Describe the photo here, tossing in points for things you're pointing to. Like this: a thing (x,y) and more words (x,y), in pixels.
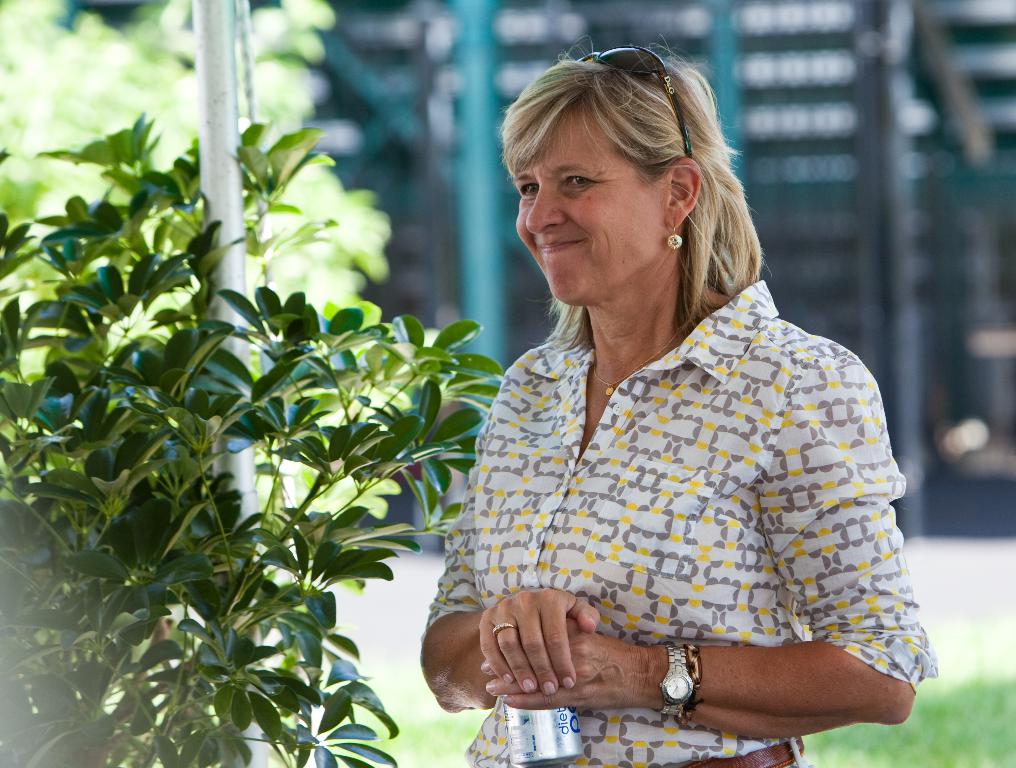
In this image in front (493,642) there is a person (550,532) standing by holding the coke tin (515,730). Beside her there is a tree (193,355). At the bottom of the image (956,732) there is grass (984,713) on the surface (973,682). Behind her there are poles (882,275). In the background of the image (805,137) there is a building (955,308).
